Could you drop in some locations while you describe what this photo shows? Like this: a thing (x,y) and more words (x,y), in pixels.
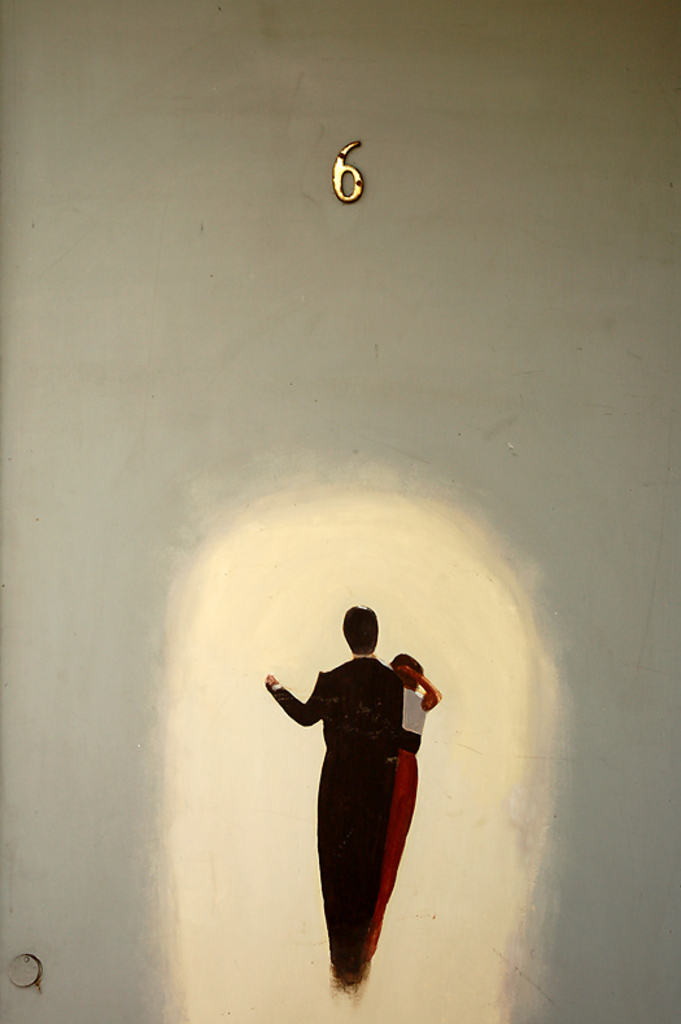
In this image I can see two people (343,833) with different color dresses (342,746). In the back (225,747) I can see the grey wall (304,486) and there is a number 6 (339,191) is written.
